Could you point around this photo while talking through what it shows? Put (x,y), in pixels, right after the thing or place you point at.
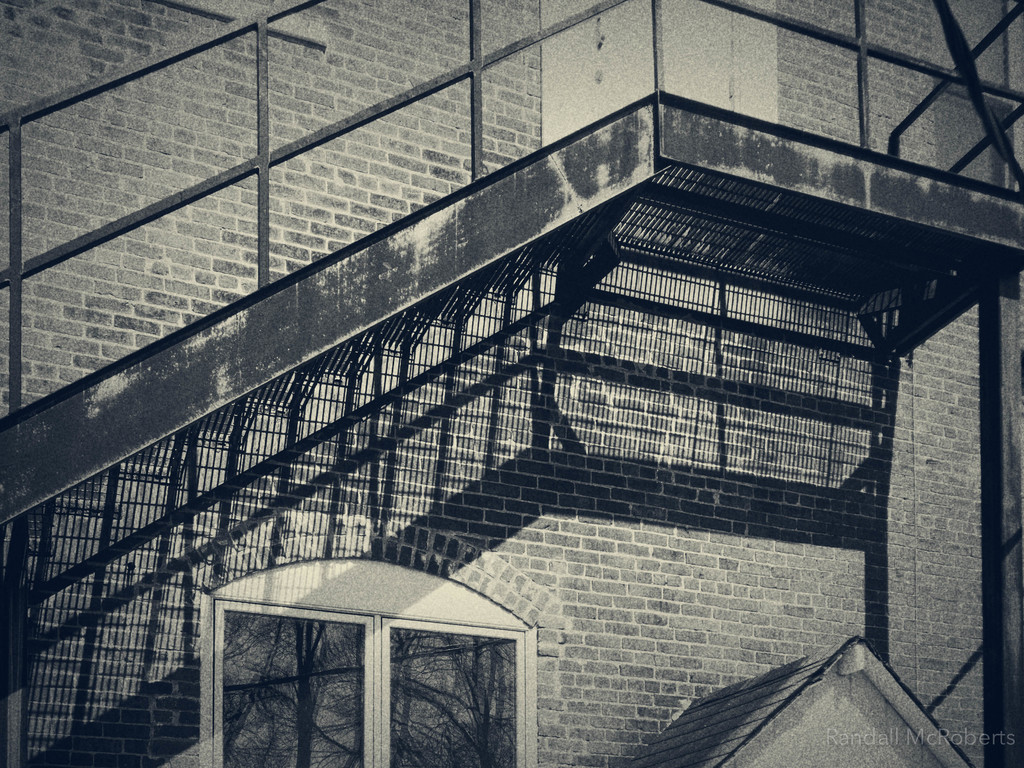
In this black and white image there is a building (733,528), in front of the building (623,309) there are stairs (472,250).
